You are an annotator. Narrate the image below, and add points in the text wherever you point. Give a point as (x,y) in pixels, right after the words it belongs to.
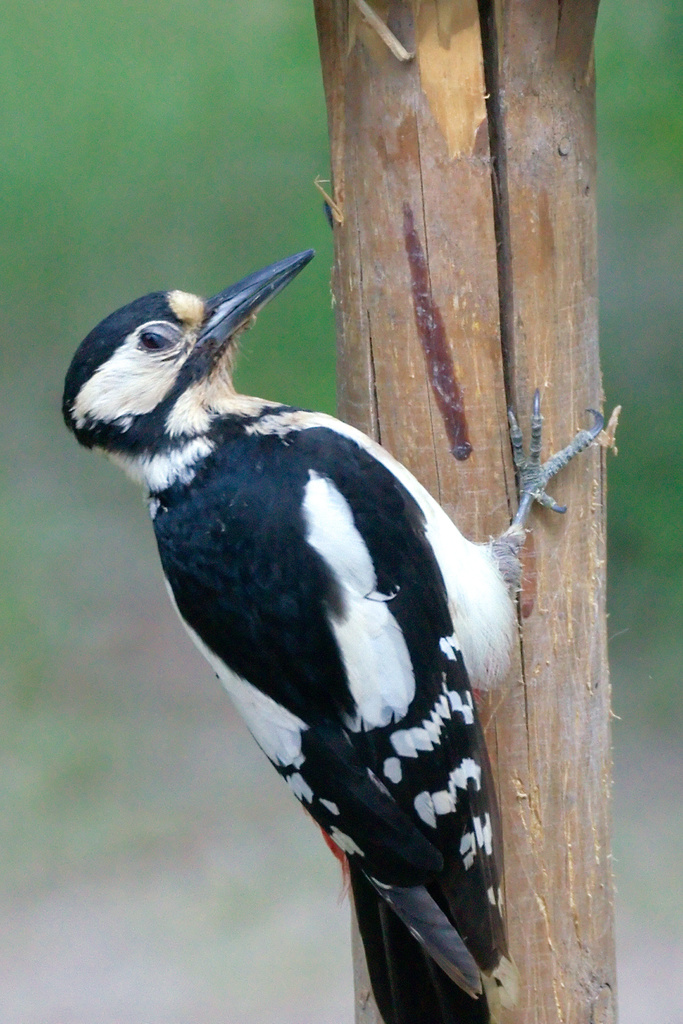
Here I can see a bird (282,682) on a stick (565,695). This bird (373,658) is in white and black colors. The background (94,241) is blurred.
